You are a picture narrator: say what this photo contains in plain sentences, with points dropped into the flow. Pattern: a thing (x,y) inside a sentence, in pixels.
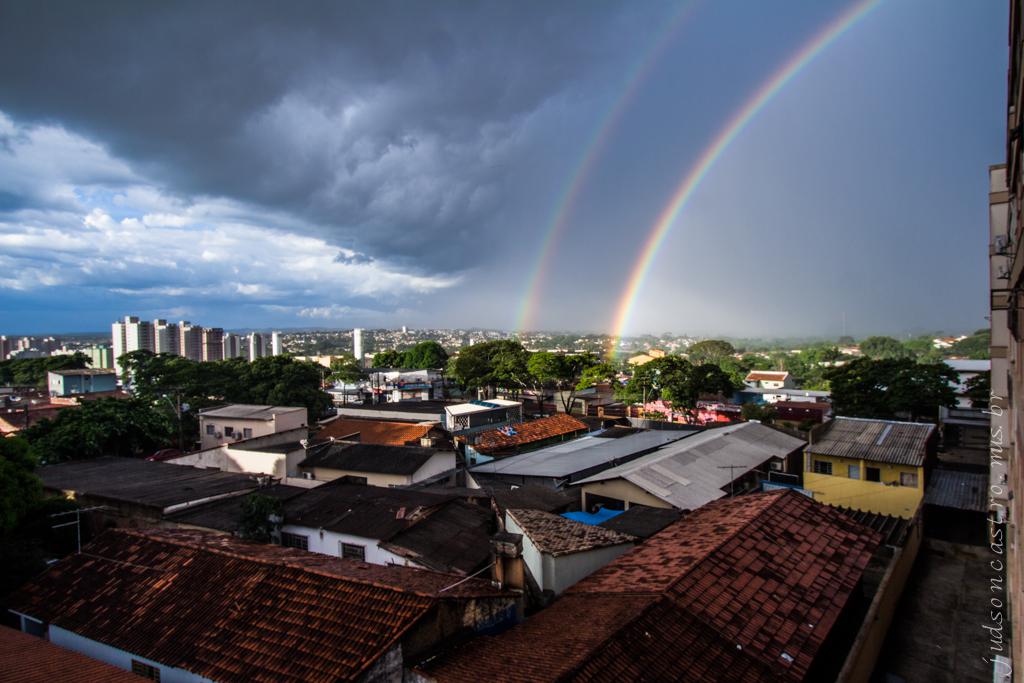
As we can see in the image there are houses (389,550), trees (714,382), buildings (107,349), rainbow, sky (737,85) and clouds (91,128).
